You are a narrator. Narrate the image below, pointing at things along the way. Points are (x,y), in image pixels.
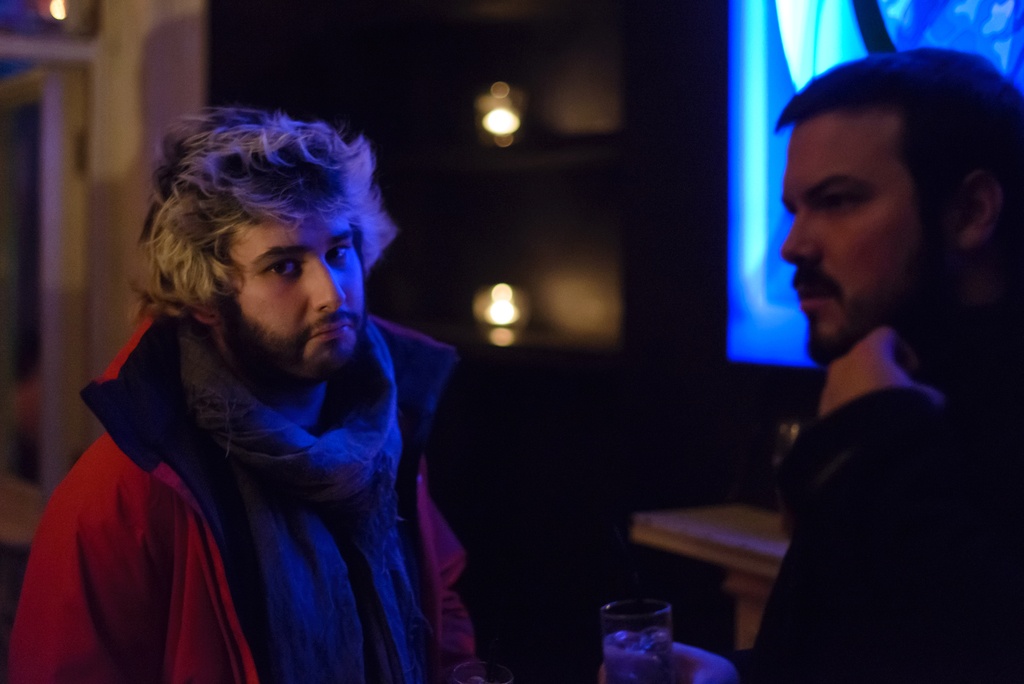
In this picture I can see two men (841,485), they are wearing coats (99,644). In the background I can see two lights (498,289).
